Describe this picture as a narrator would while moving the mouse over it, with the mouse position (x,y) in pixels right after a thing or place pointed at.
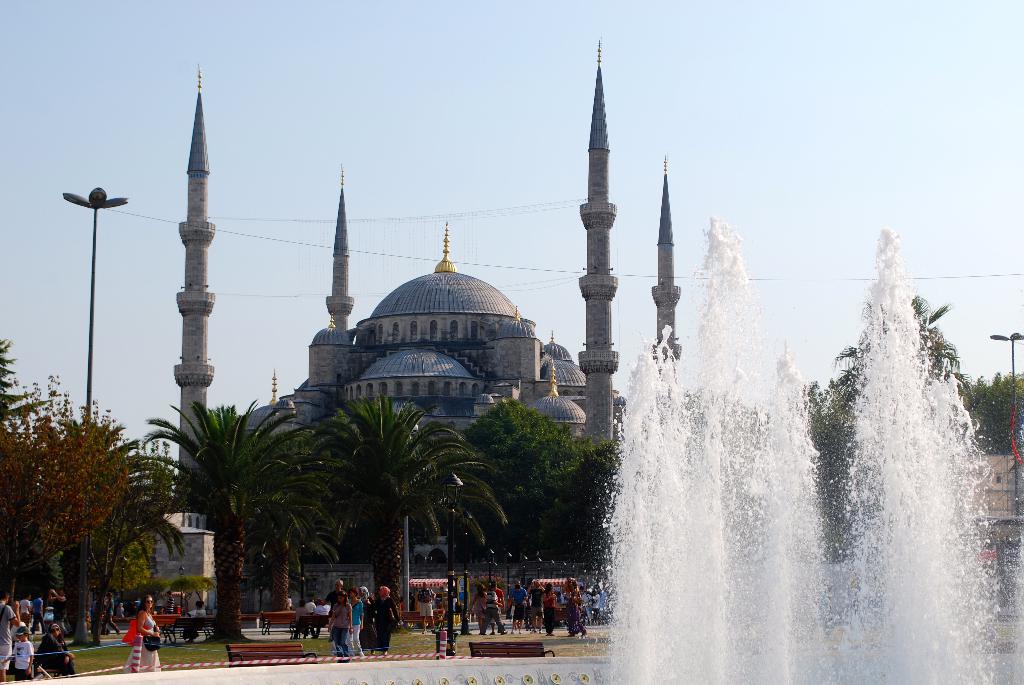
In this image there are trees (294,460) in a park (571,487) and there are people (70,655) walking, there are benches (506,648) near a fountain (859,466), in the background (472,311) there is a monument (439,341) and the sky (638,57).
